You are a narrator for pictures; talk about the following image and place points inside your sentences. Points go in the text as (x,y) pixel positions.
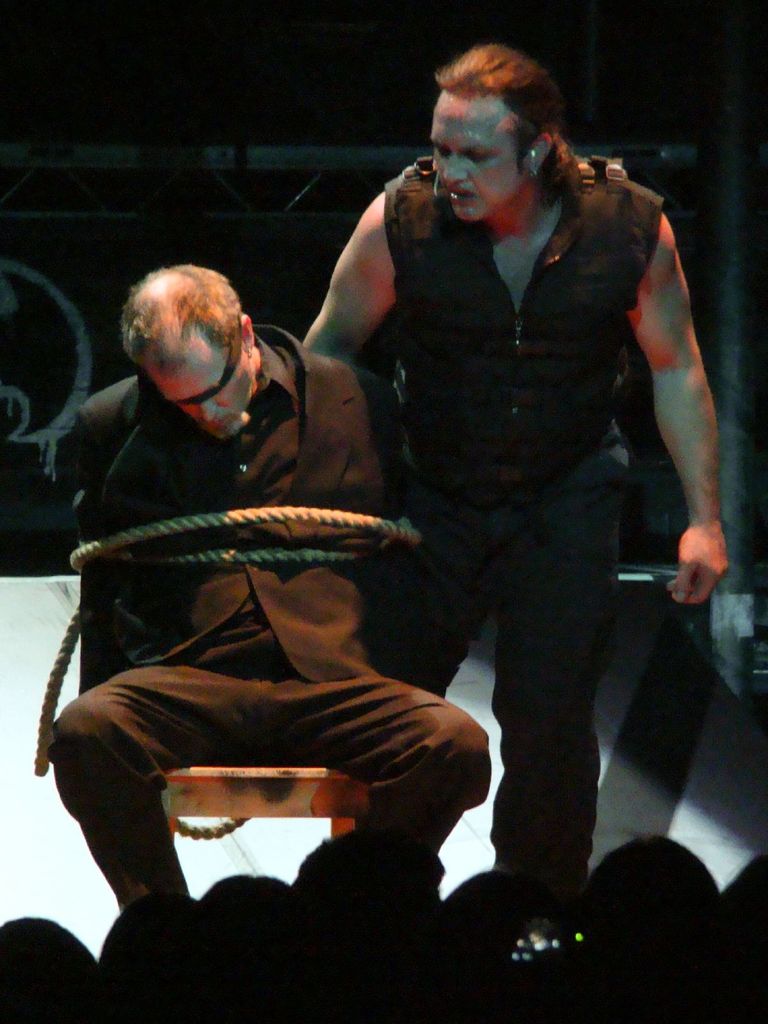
In this image there is a person (165,552) tied on to a chair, behind the person (175,689) there is another person (484,416) standing, in front of them there are a few people (281,923), behind them there are metal rods (65,165).
